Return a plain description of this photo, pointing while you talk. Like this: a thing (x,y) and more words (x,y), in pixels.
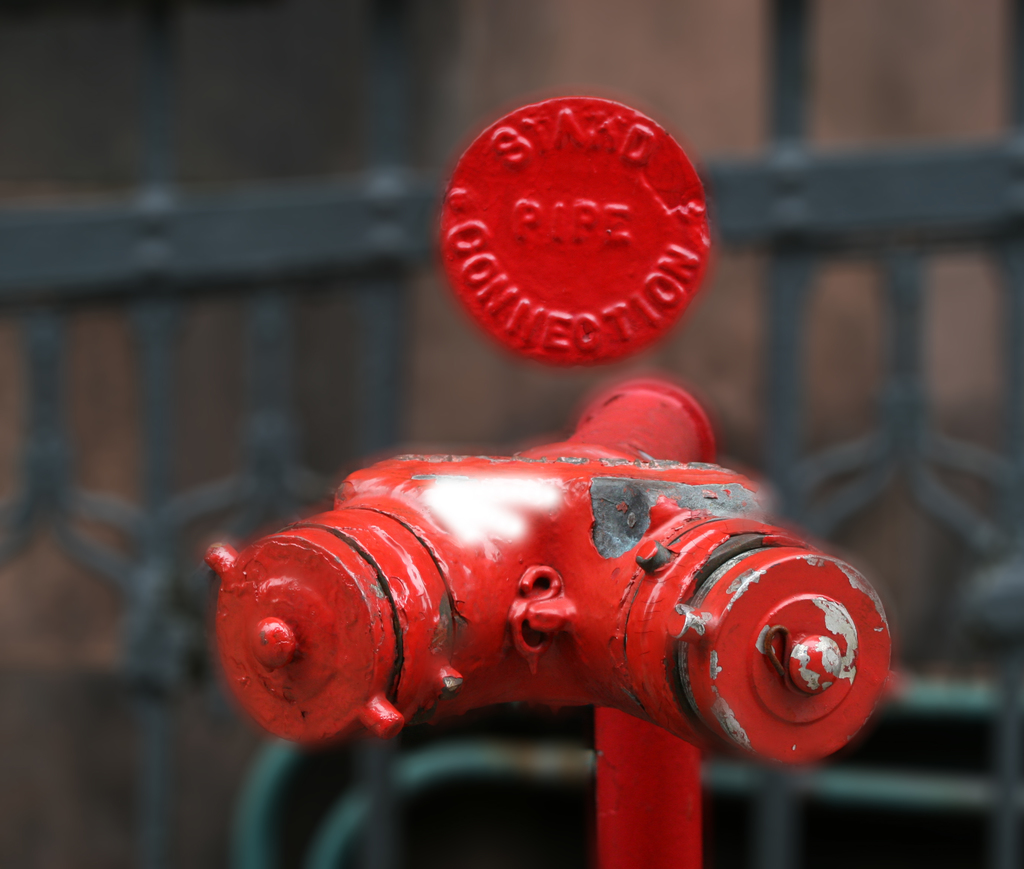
In this picture, we see a fire hydrant stand (554,628). It is in red color. In the background (181,310), we see an iron railing (240,274) and it is blurred in the background (241,494).
